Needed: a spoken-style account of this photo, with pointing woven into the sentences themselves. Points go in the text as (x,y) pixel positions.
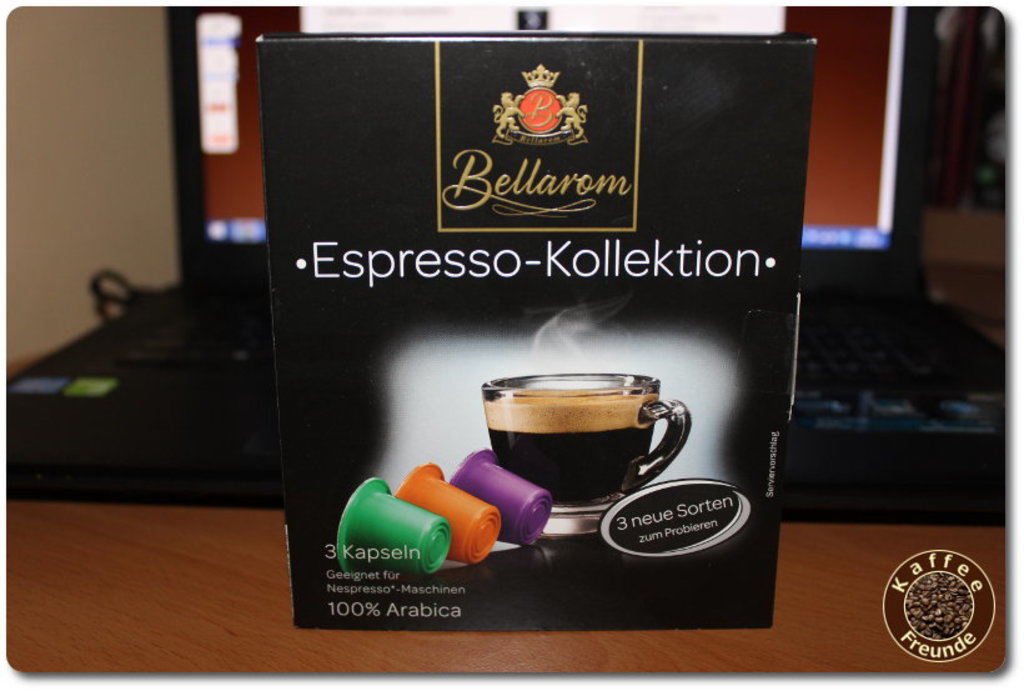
In this picture we can see a box (330,381) and on the background (204,166) there is a laptop (842,135).
